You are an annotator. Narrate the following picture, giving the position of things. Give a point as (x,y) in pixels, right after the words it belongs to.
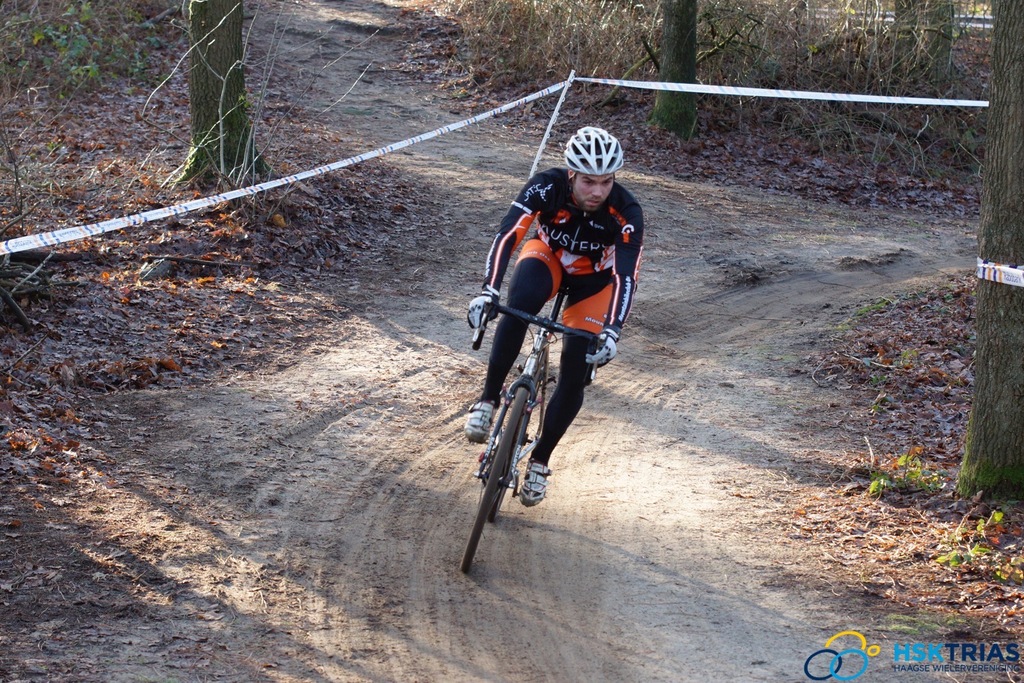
In this image we can see person (580,181) riding bicycle (528,435) and wearing a helmet (582,166). In the background (530,58) we can see trees (689,53), plants (552,65), shredded leaves (322,297) and ground (422,354).
